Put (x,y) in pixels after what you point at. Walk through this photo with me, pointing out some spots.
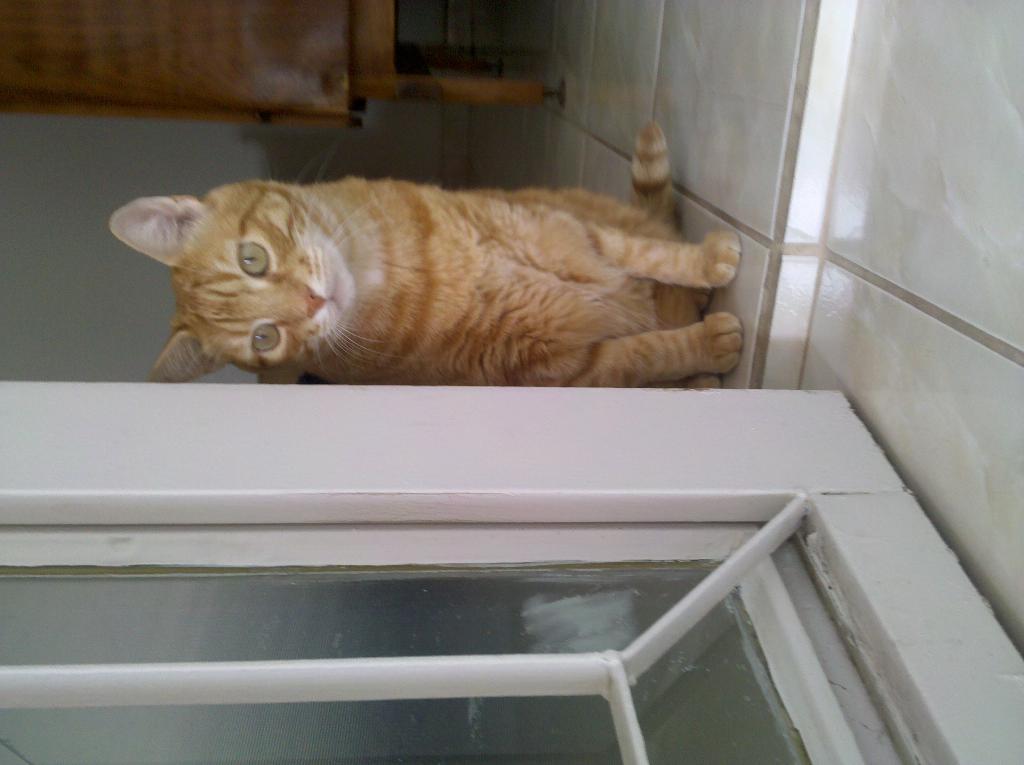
In this image, we can see a cat (291,300) is sitting on the floor (754,209). At the bottom (821,638), we can see a glass door (498,594) and grill (185,699). Background (117,141) there is a wall (125,179) and wooden piece (107,76).
